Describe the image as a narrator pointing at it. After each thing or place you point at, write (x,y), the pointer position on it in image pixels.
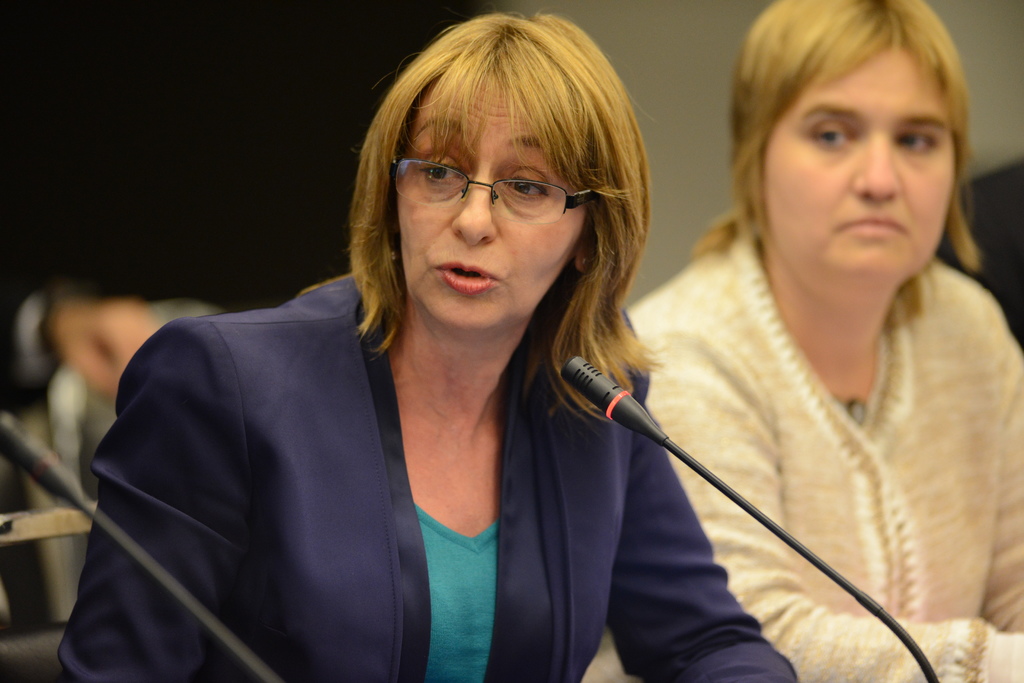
In this picture there is a woman (560,98) who is wearing spectacle (500,205), blazer (563,496) and t-shirt (448,599). She is sitting near to the mic (789,544), beside her we can see another woman (782,270) who is wearing white dress (912,542). On the left (73,326) there is a person's hand (110,336) and he is sitting on the chair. In the background (232,226) we can see the door (212,177) and wall (684,152).
